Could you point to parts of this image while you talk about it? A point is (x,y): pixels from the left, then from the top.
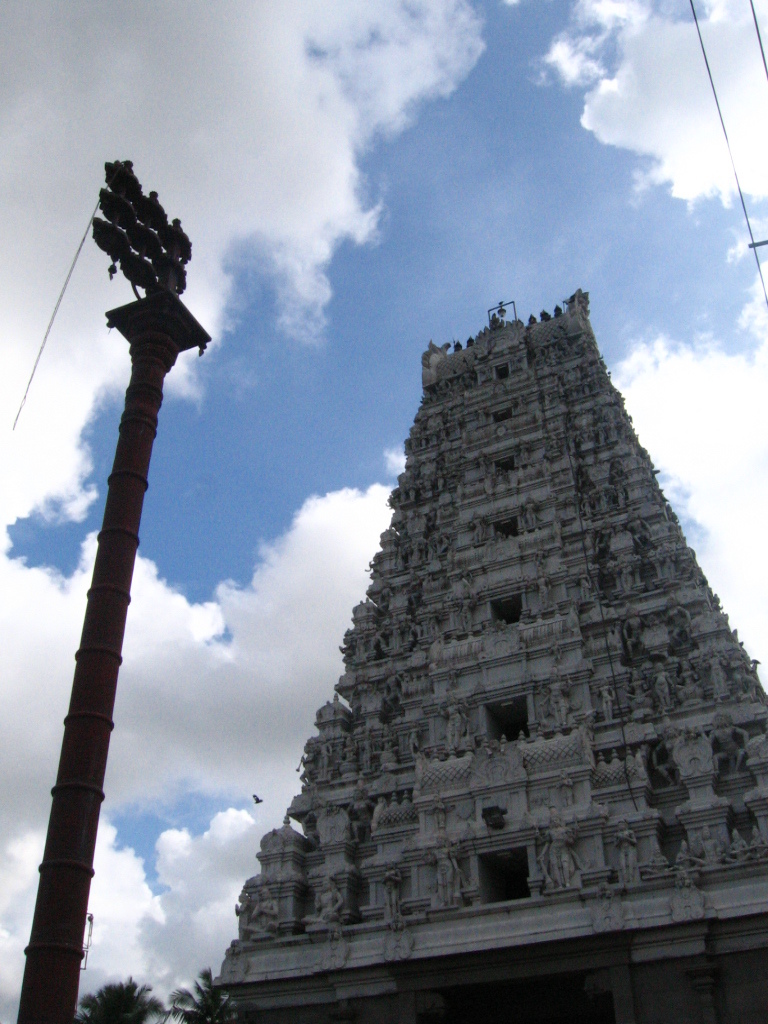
On the right side of the image (547,648) we can see a building (550,618) with sculptures (610,708). In the left side of the image (47,957) we can see a metal pole (123,583). At the bottom of the image (215,1009) we can see some trees (175,1002). In the background (231,819), we can see a bird (258,802) flying in the sky (284,546).
